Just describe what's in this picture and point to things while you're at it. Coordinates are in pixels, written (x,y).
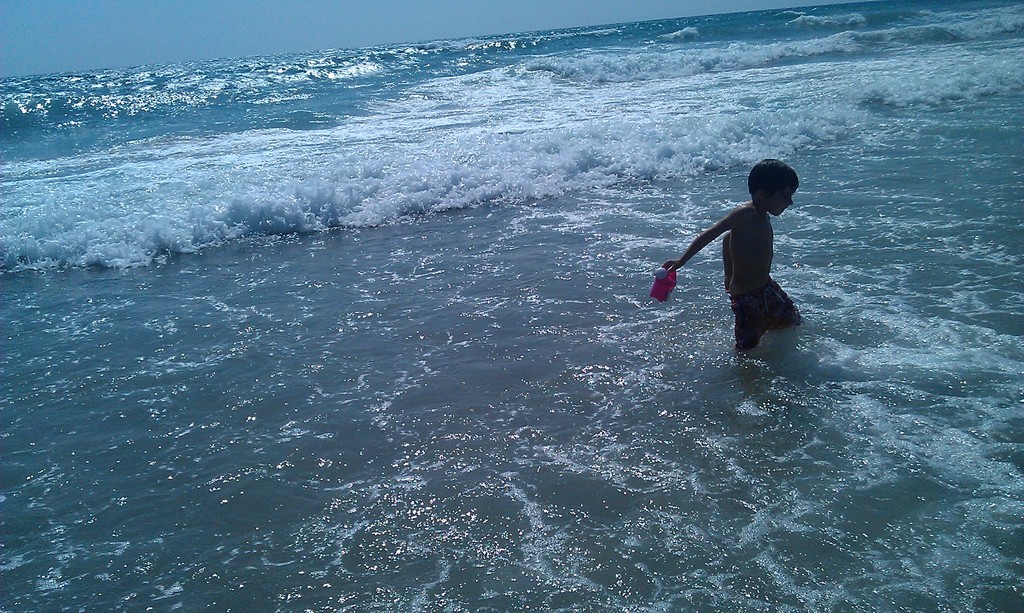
Here I can see an ocean (695,370). On the right side (746,264) there is a boy (746,248) wearing a short (759,321) and holding an object (668,271) in the hand (676,260) and standing in the water (703,332). At the top of the image (142,33) I can see the sky (87,42).
